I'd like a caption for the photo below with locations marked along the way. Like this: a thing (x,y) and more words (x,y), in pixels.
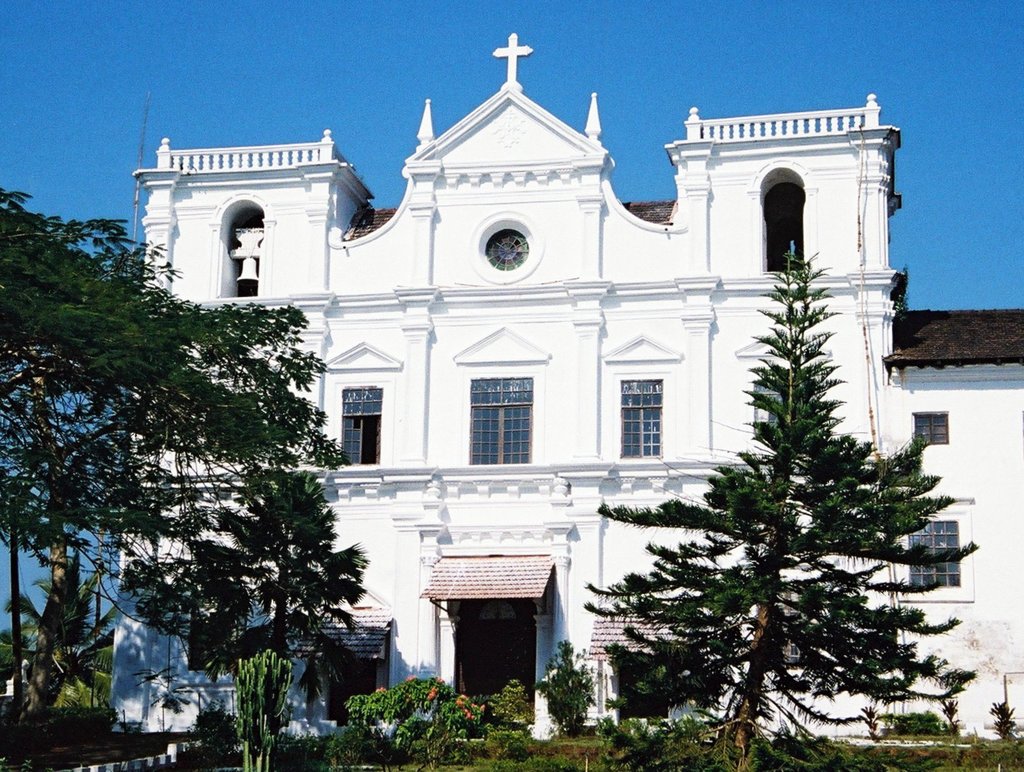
In this image we can see the church (547,586) in the middle of the image (473,360) and there are some plants (381,746), trees (124,480) and flowers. At the top (125,155) we can see the sky (669,82).
